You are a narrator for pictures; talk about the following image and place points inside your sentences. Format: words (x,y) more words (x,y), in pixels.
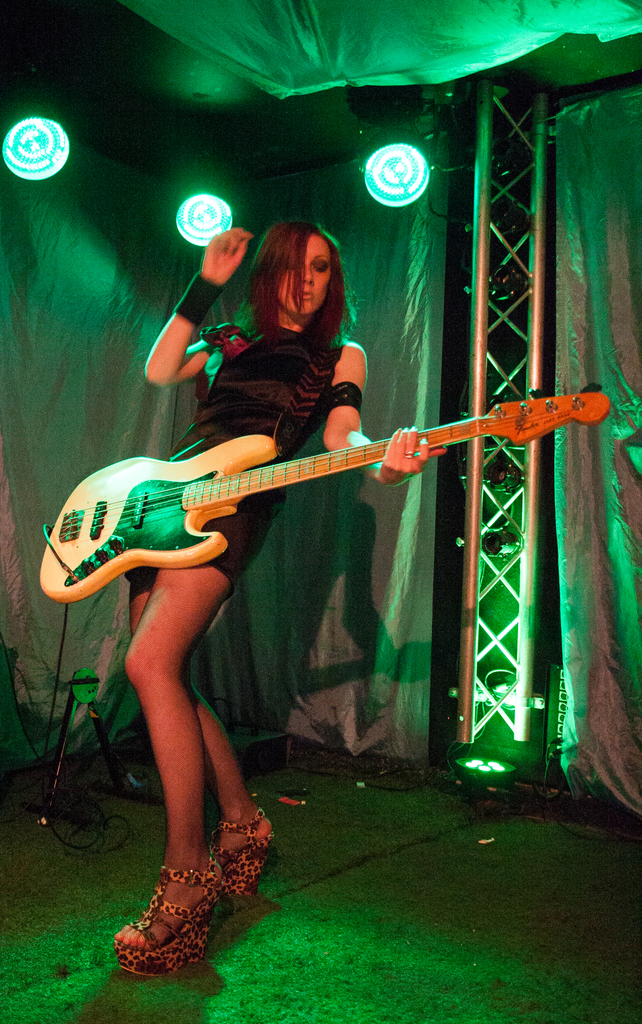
In this picture we can see woman (178,597) holding guitar (380,448) with hand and bending and in background (130,325) we can see curtains (104,183), light (415,178), pillar (519,132).
